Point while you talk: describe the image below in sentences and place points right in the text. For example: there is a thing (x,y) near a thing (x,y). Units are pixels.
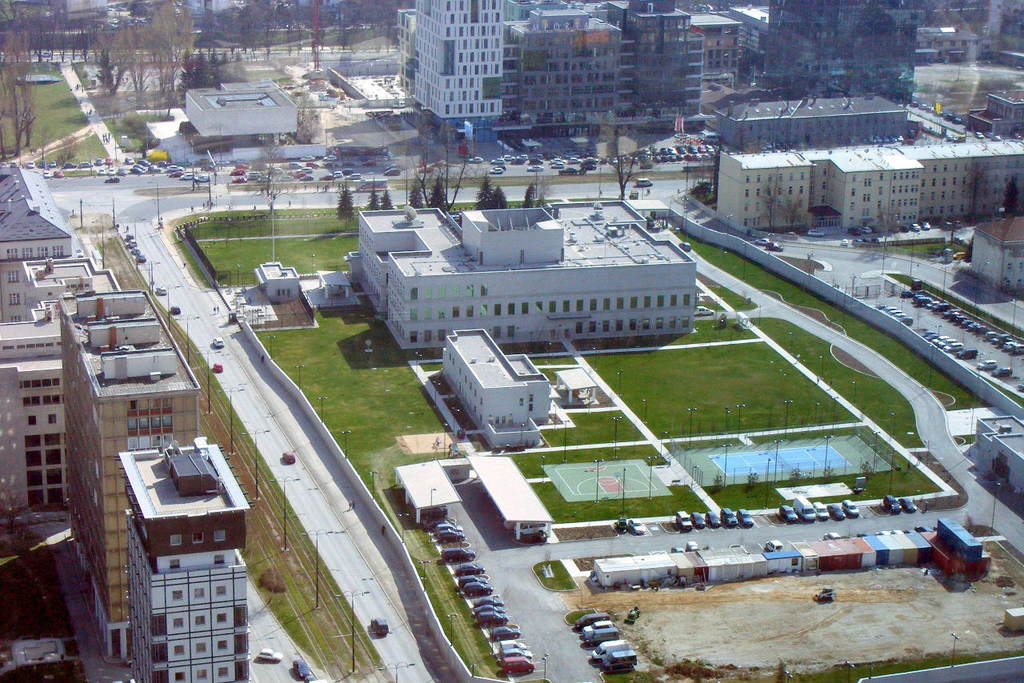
In this image I can see the vehicles (727,519) on the road (315,197). In the background (489,104), I can see the buildings (476,109) and the trees (122,51).
